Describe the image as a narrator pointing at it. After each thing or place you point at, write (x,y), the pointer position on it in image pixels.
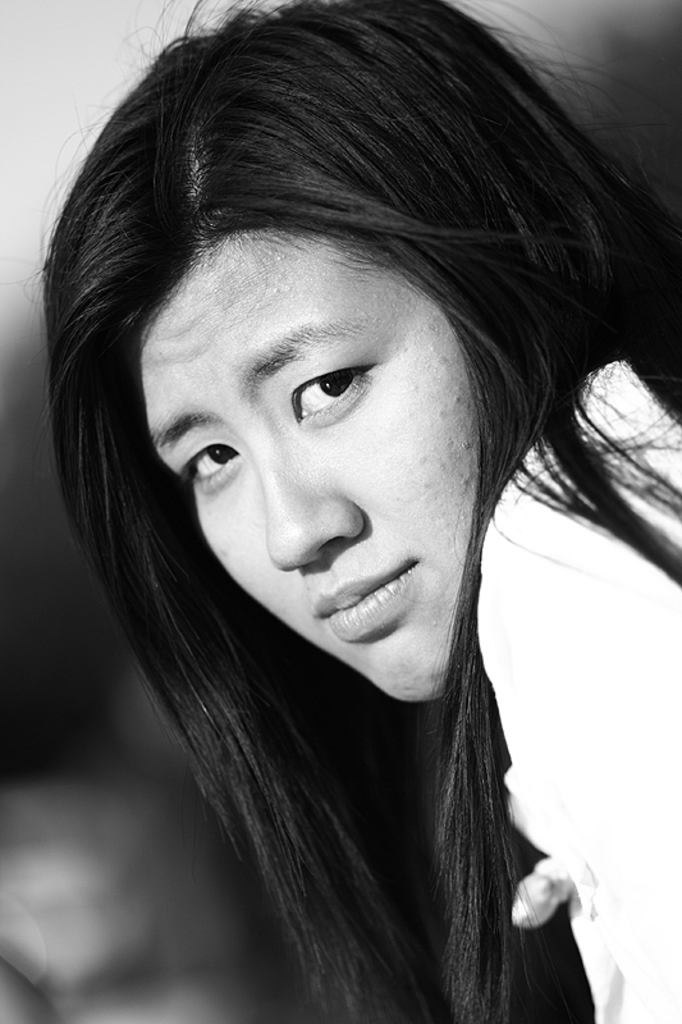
This is a black and white picture. In this picture, we see a woman (452,862) is wearing a white shirt (625,752) and she is posing for the photo. In the background (35,607), it is grey in color. This picture is blurred in the background (47,509).
